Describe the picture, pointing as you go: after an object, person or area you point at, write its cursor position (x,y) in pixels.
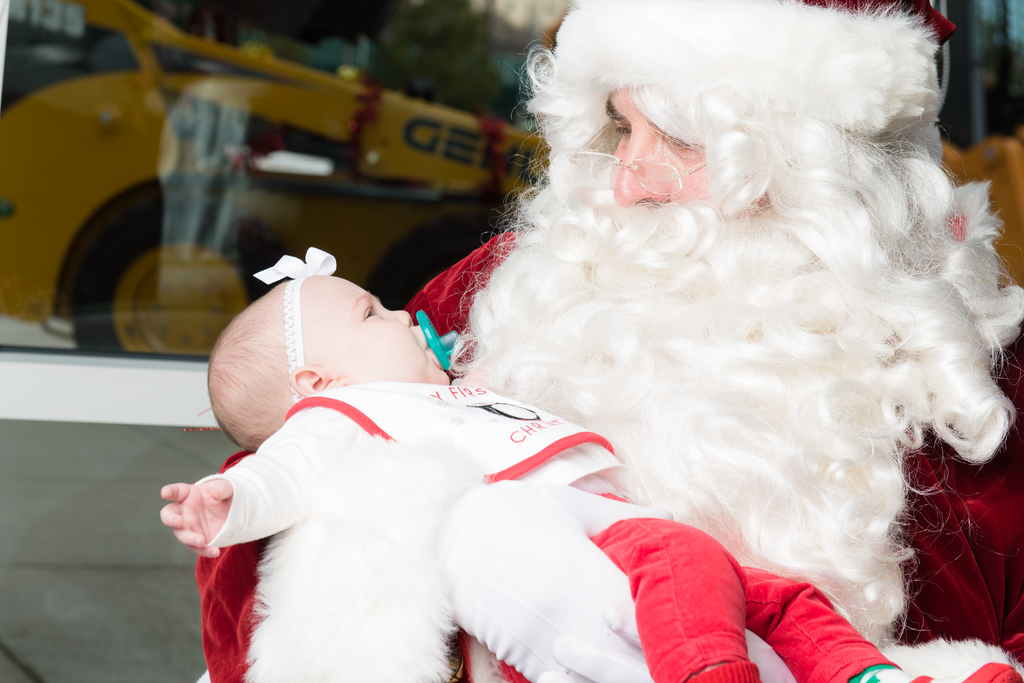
In this image we can see a person (579,256) wearing santa claus dress (633,326) and holding a kid (365,400) who is wearing white and red color dress (398,422) in his hands (578,527) and the kid (407,368) has a pacifier (441,361) in mouth (422,349) and at the background of the image (200,160) there is vehicle (118,140) which is of yellow color.
